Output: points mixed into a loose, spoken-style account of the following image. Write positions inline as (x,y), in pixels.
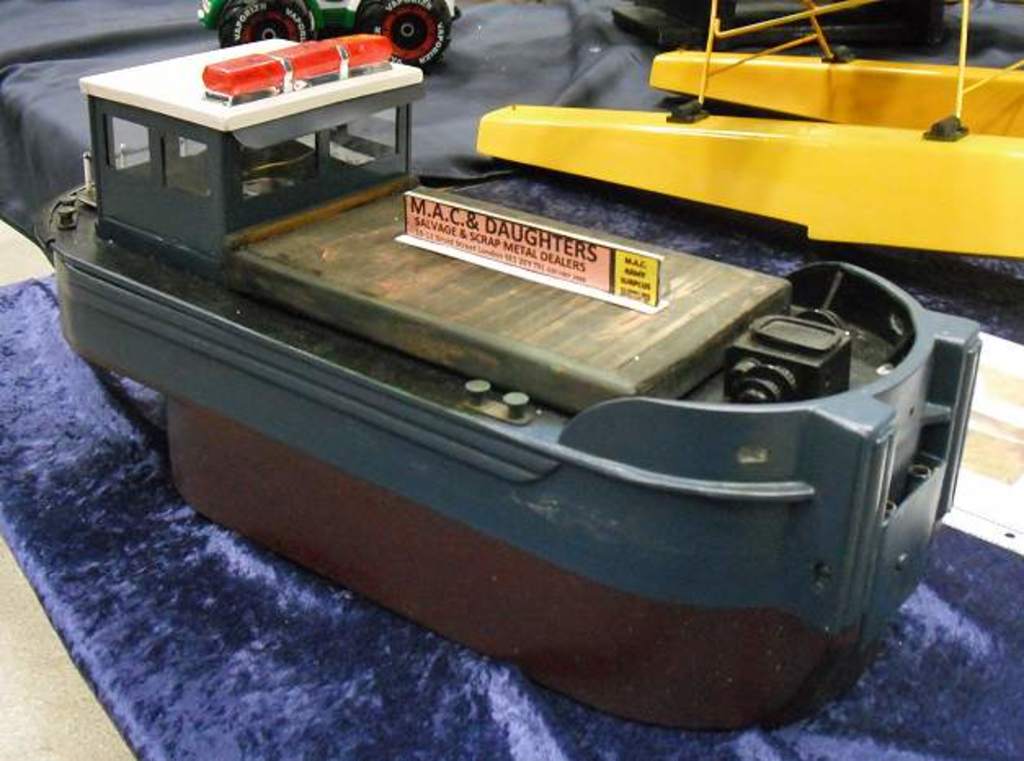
In this image we can see some toys (961,429) on the surface (455,167), there is a board (532,249) with some text (549,239) written on it, also we can see papers (1003,408), and a blue colored cloth (560,84).
